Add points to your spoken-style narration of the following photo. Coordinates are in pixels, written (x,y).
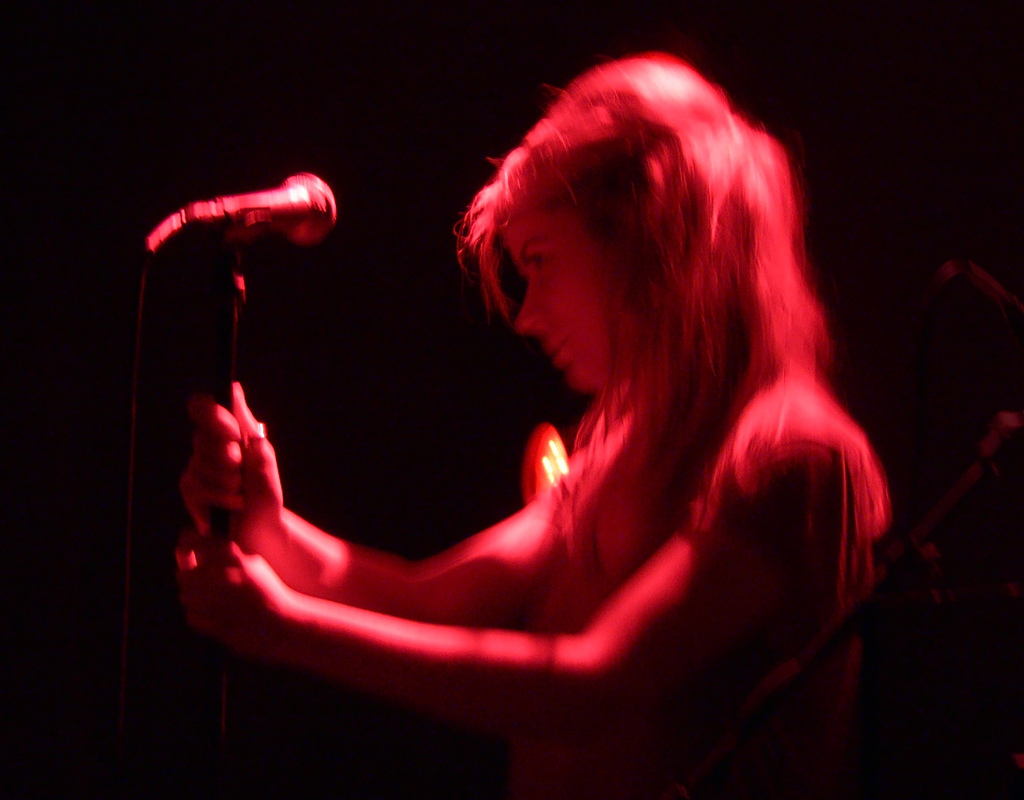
In this image we can see a lady (560,493) holding a mic stand (226,365). In front of her there is a mic (290,199) with mic stand (237,274). In the background (205,299) it is dark.
